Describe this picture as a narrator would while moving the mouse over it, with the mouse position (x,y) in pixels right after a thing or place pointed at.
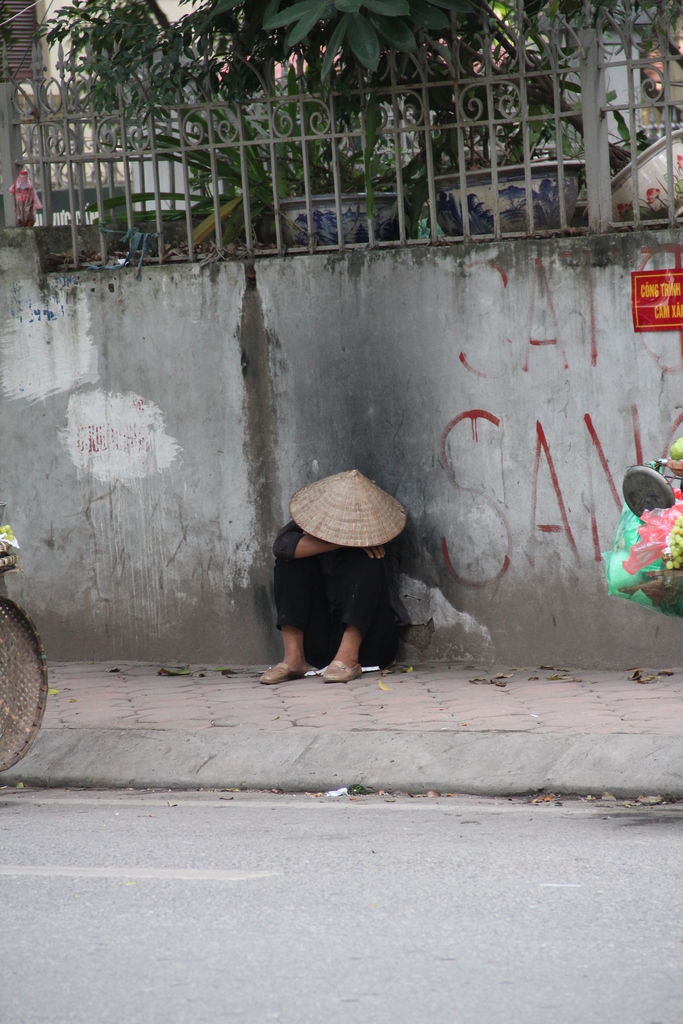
In the center of the image (291,641) we can see one person (291,641) sitting and we can see one hat (354,536) on him. On the right side of the image (626,541), we can see some objects (626,541). On the left side of the image (24,718), we can see one basket (26,748) and a few other objects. In the background (342,261) there is a wall (350,267), fence (223,138), trees (298,8), banners (63,196), one building (41,9), one shutter (0,6) and a few other objects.
